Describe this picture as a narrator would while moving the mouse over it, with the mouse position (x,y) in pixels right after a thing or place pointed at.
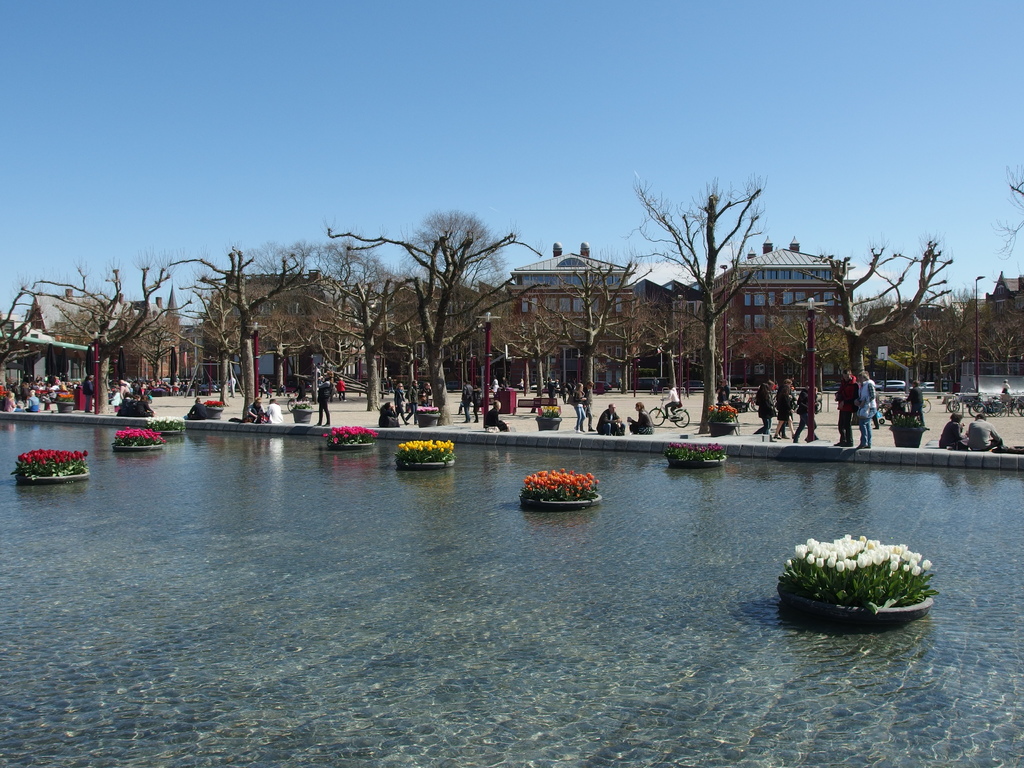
There are trees (666,321) and buildings (788,295), this is water (461,539) and a sky (534,205).
